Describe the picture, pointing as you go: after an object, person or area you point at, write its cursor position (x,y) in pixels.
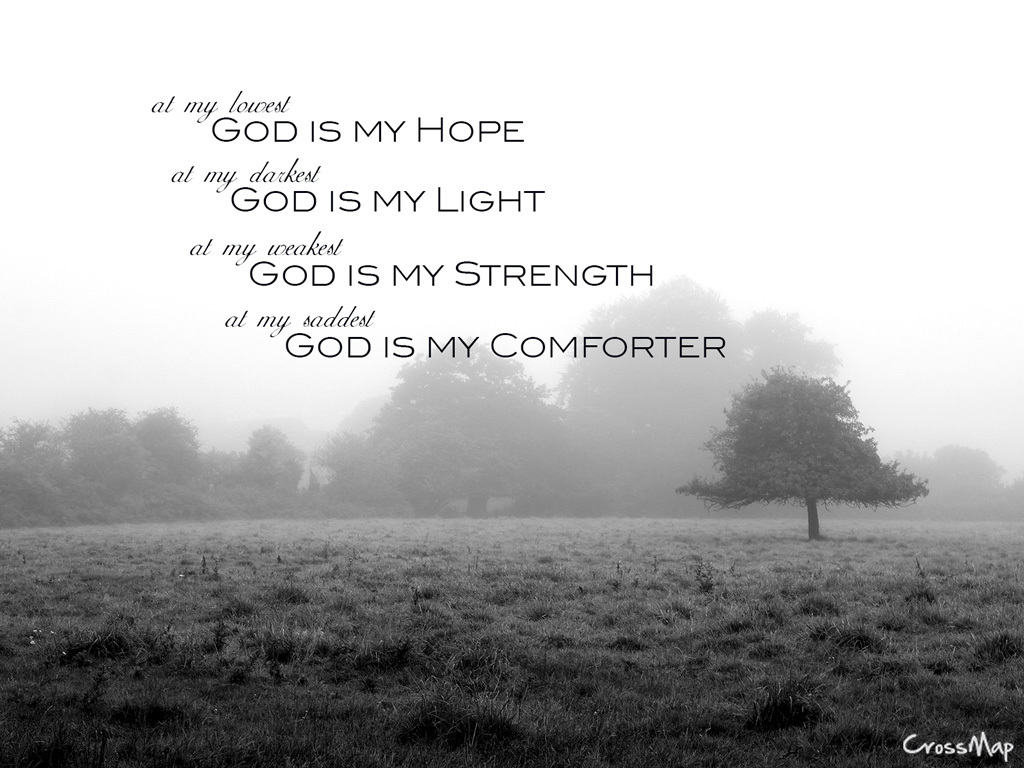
In this image we can see grassy land (629,638) and trees (62,475). on the image some text (493,202) is written.
